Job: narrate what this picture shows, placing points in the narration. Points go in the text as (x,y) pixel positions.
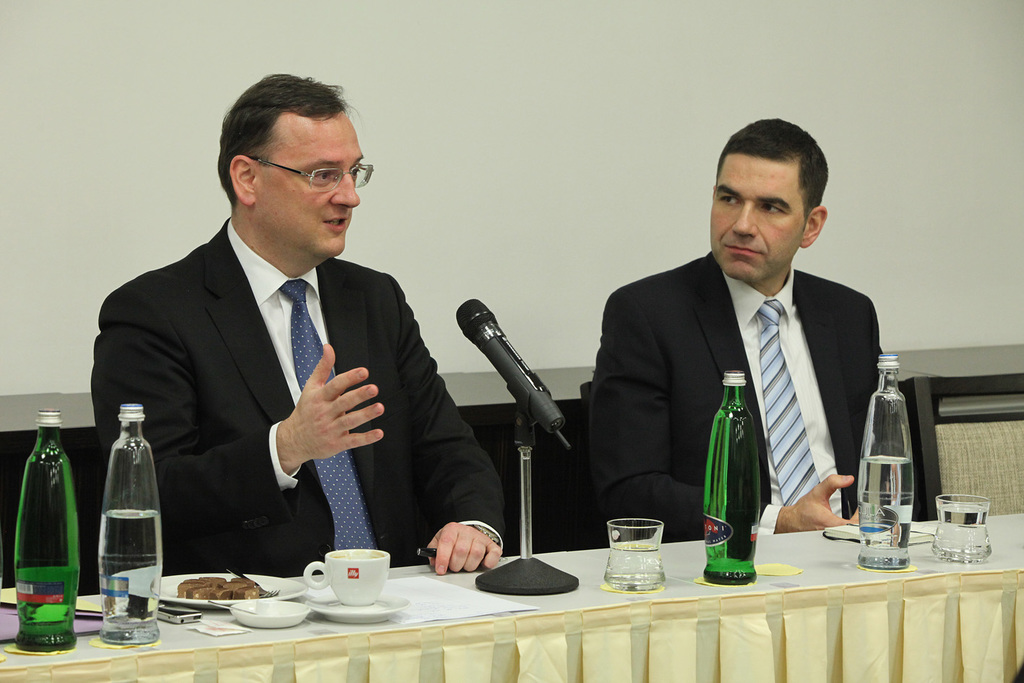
Here in this picture we can see two men (726,303), who are wearing suit (363,303) are sitting on chairs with table (930,560) in front of them having bottles (736,543), glasses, cups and plates (298,583) present on it and the person (346,313) on the left side (335,284) is speaking something in the microphone (485,333) present on the table (915,560).
